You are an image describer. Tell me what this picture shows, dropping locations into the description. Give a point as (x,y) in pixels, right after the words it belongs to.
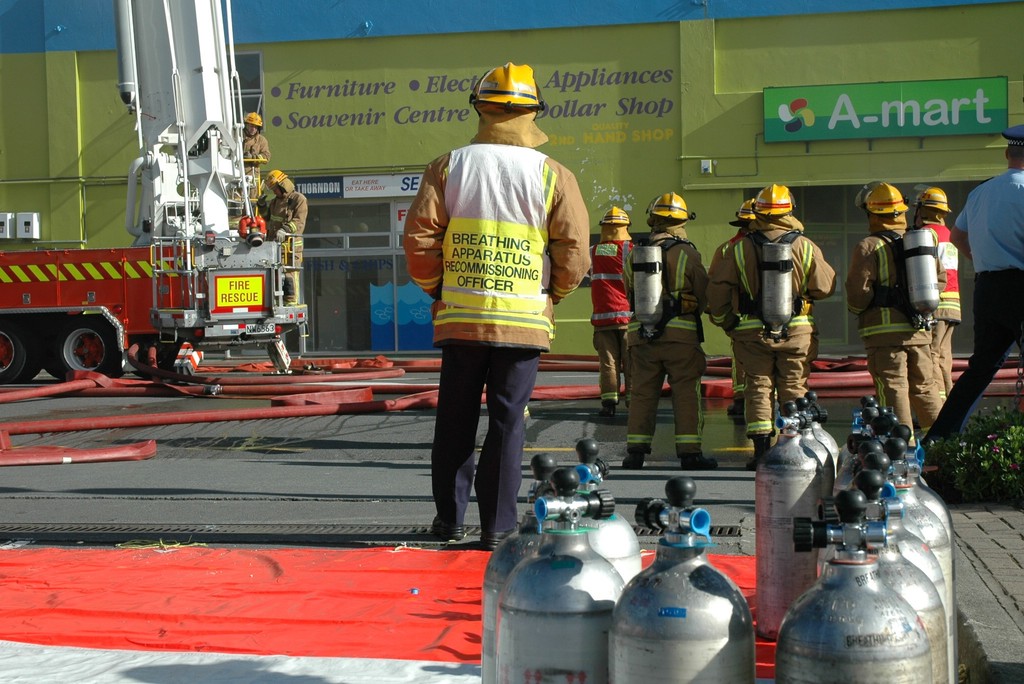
In the image there are gas cylinders (694,605) on the right side (804,412), in the front (481,233) there are few persons (661,302) standing with safety jackets (866,305) and cylinders (918,284) at the back of them, on the left side (211,314) there is a truck (194,282) with machinery (219,220) and two persons (266,214) standing on it, on the ground (245,429) there are many pipes (272,395) and over the background (368,70) there is a building (321,106).
